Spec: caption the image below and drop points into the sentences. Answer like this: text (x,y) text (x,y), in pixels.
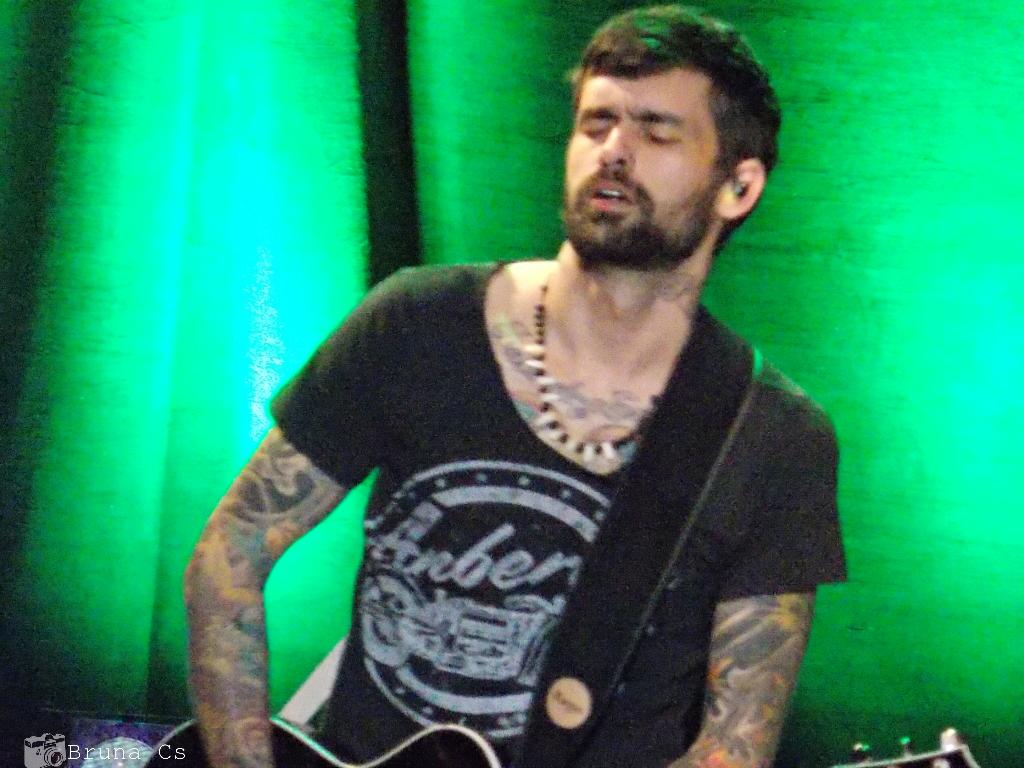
This picture is clicked in the musical concert. The man (416,475) in the middle of the picture (511,462) wearing black T-shirt (454,615) is holding a guitar (200,744) in his hand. I think he is playing the guitar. In the background (846,353), we see a green color sheet (234,290).
